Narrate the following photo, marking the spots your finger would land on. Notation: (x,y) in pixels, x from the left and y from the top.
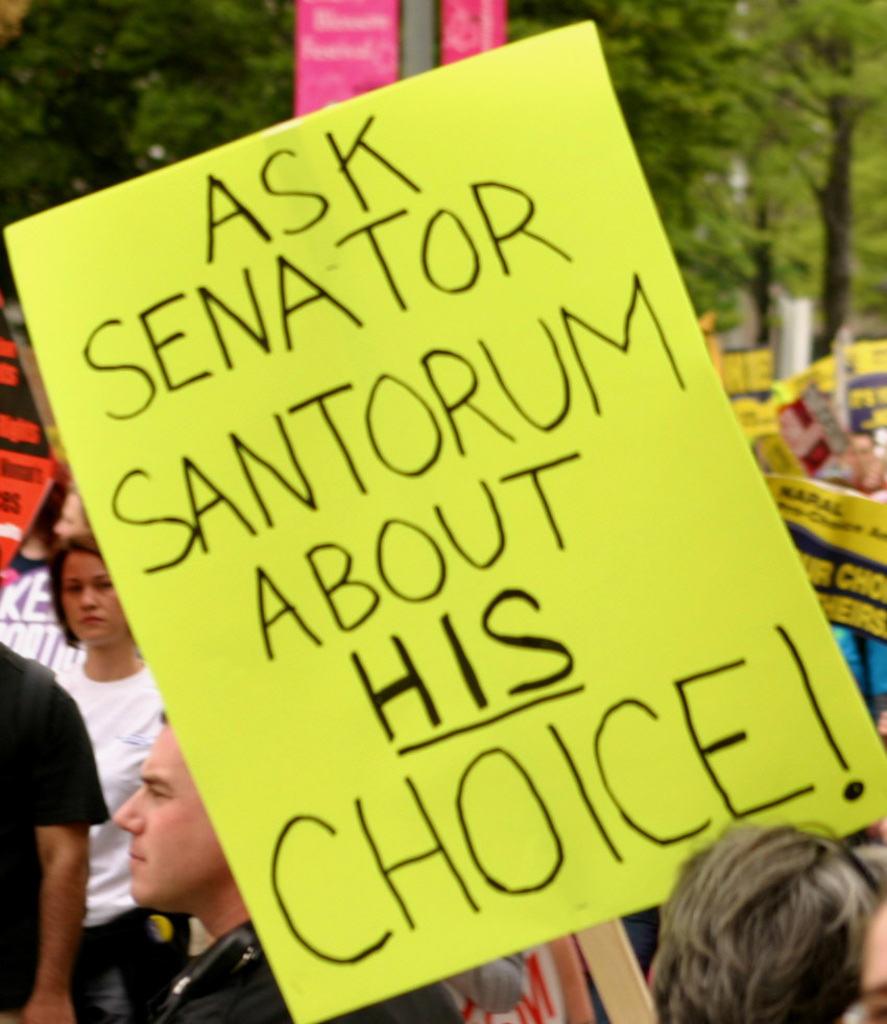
In this picture I can see there is a yellow color poster (369,419) and there is something written on it and there is a person (727,942) standing on the right side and there is another person (173,882) standing behind the poster (733,476) and there are a few people (6,758) standing in the backdrop (52,920). There are a pole (407,24) and trees (765,315) in the backdrop (416,38).
